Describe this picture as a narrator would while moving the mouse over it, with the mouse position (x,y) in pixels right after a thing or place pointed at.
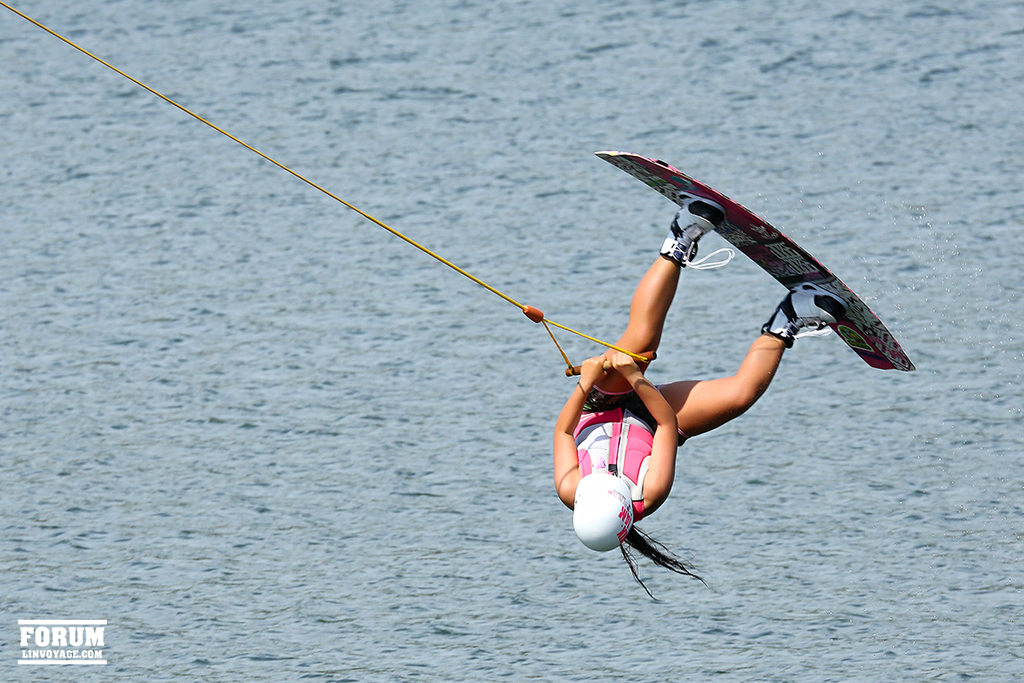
In this image there is a person (673,397) holding a rope (653,360) with surfboard (759,251) on his shoes (686,255) is in the middle of the air above the water (273,327).
